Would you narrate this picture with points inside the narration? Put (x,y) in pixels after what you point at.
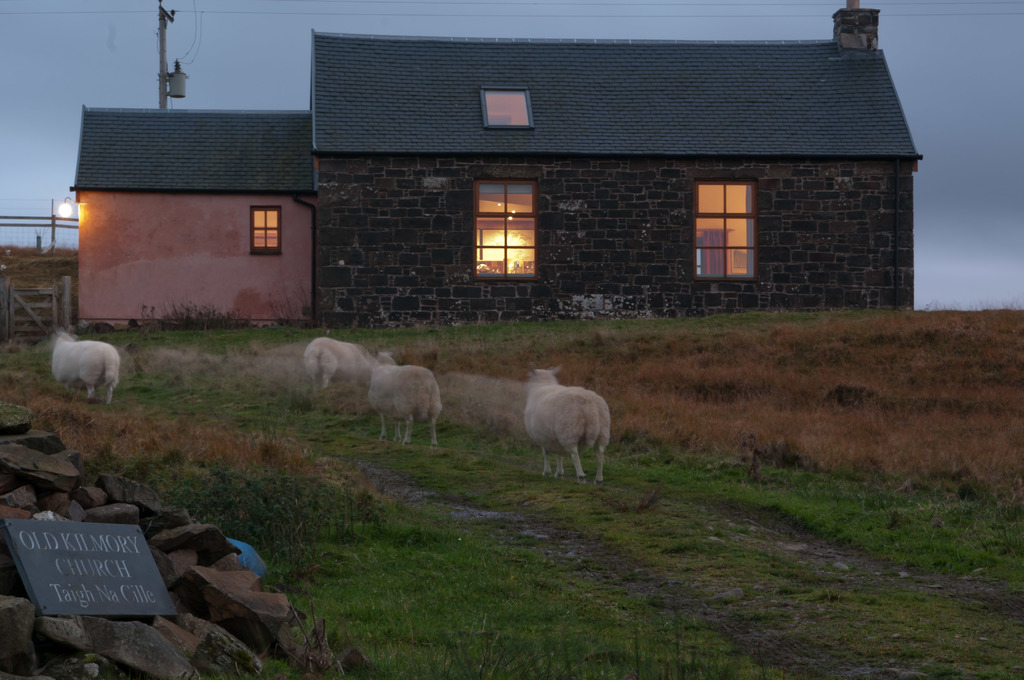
As we can see in the image there is grass (731,356), white color sheep's (585,410), houses (829,242), windows (482,234), light (66,202), poster (119,588), current pole (165,65) and at the top (452,0) there is sky (442,1).
